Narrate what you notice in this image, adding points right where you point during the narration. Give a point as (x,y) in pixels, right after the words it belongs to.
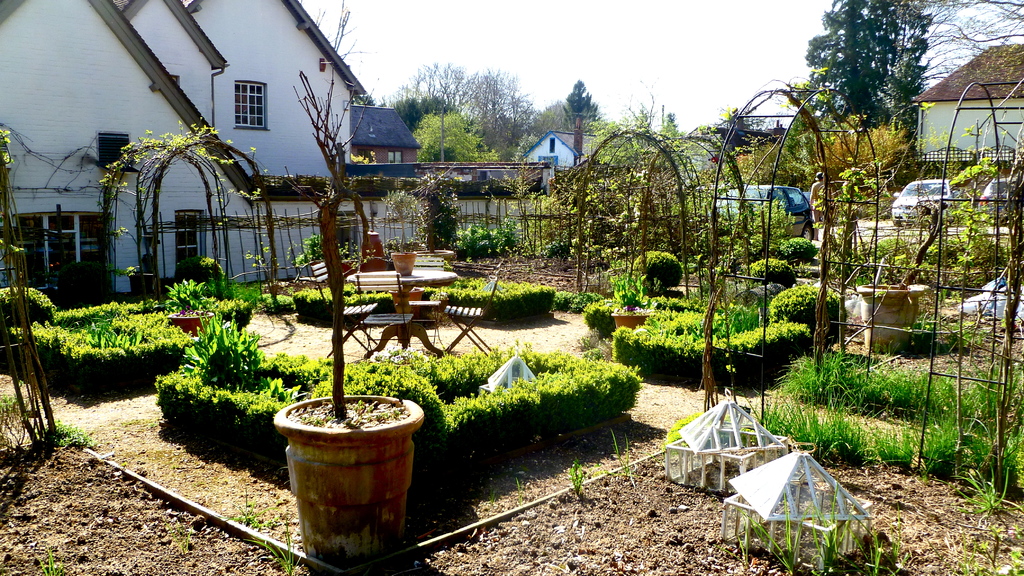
In the background (721,24) we can see the sky (565,31). In this picture we can see the houses (69,160), trees (868,117), plants (972,273), pots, chairs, fence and few objects (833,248). On the right side of the picture (794,201) we can see vehicles (805,226) and we can see a person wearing a hat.
